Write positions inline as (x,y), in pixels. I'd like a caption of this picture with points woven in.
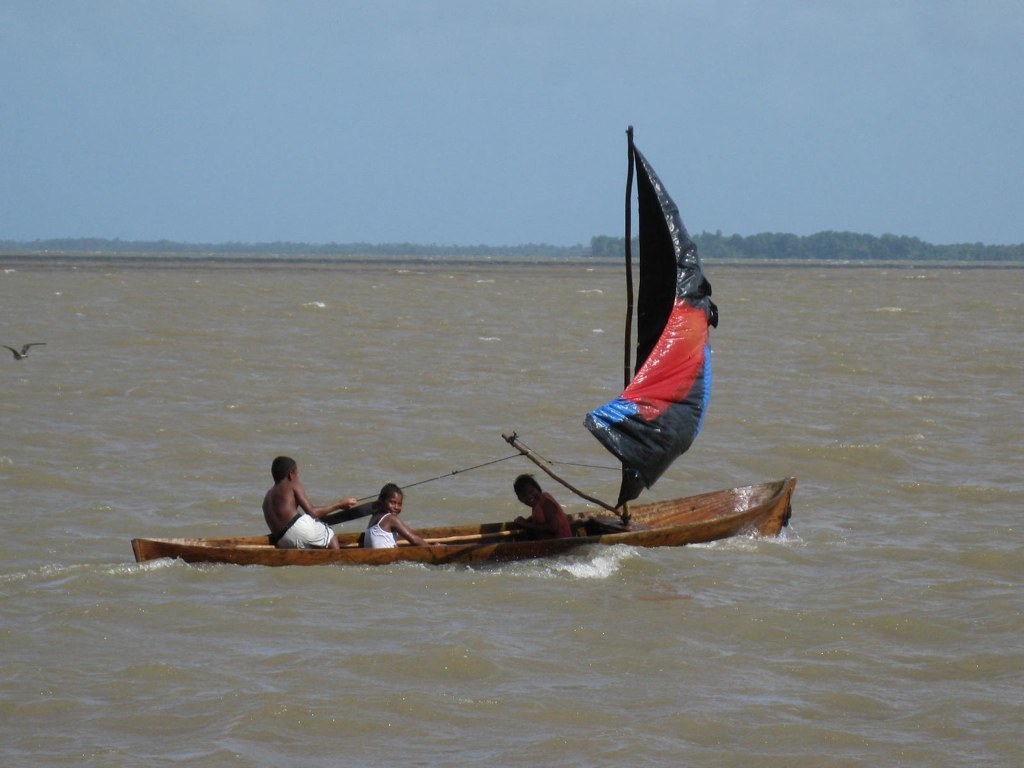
In this image, we can see few people (419,541) are sailing a boat (485,542) on the water (940,452). On the left side of the image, we can see a bird (22,355) is flying. Background (997,228) we can see trees (495,247) and sky (537,87).
